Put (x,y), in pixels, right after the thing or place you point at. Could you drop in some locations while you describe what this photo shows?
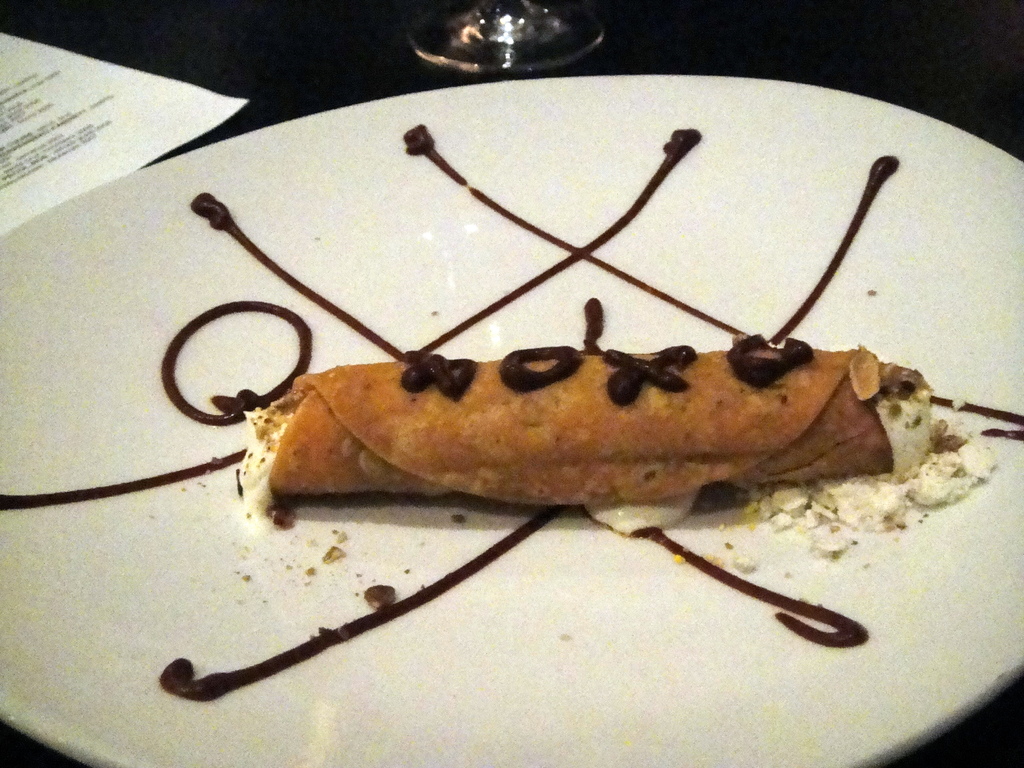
This image consists of a food (614,489) kept on a plate (520,545). The plate (547,545) is kept on a table (972,746). On the left (120,96), there is a paper (127,115). In the background (526,33), there is a glass (510,66).
